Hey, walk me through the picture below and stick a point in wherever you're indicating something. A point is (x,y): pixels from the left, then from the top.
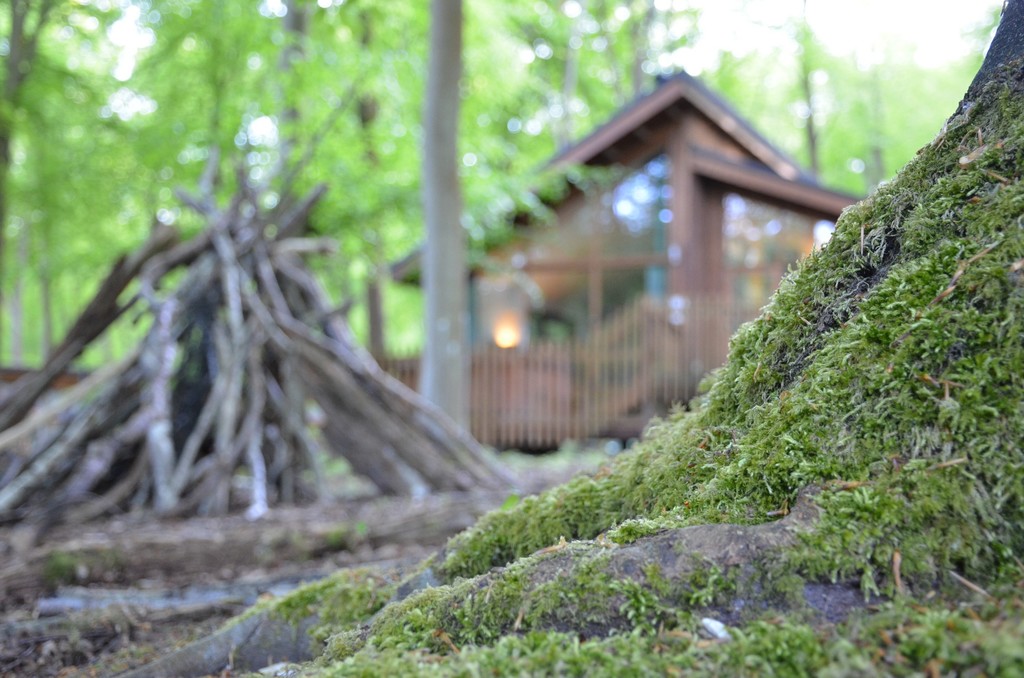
This image is clicked outside. At the bottom (478,606), we can see the grass (764,520) on the root (803,343) of a tree (660,507). On the left (212,382), there are wooden stick (265,267). In the background (529,116), we can see a house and many trees (393,126).
